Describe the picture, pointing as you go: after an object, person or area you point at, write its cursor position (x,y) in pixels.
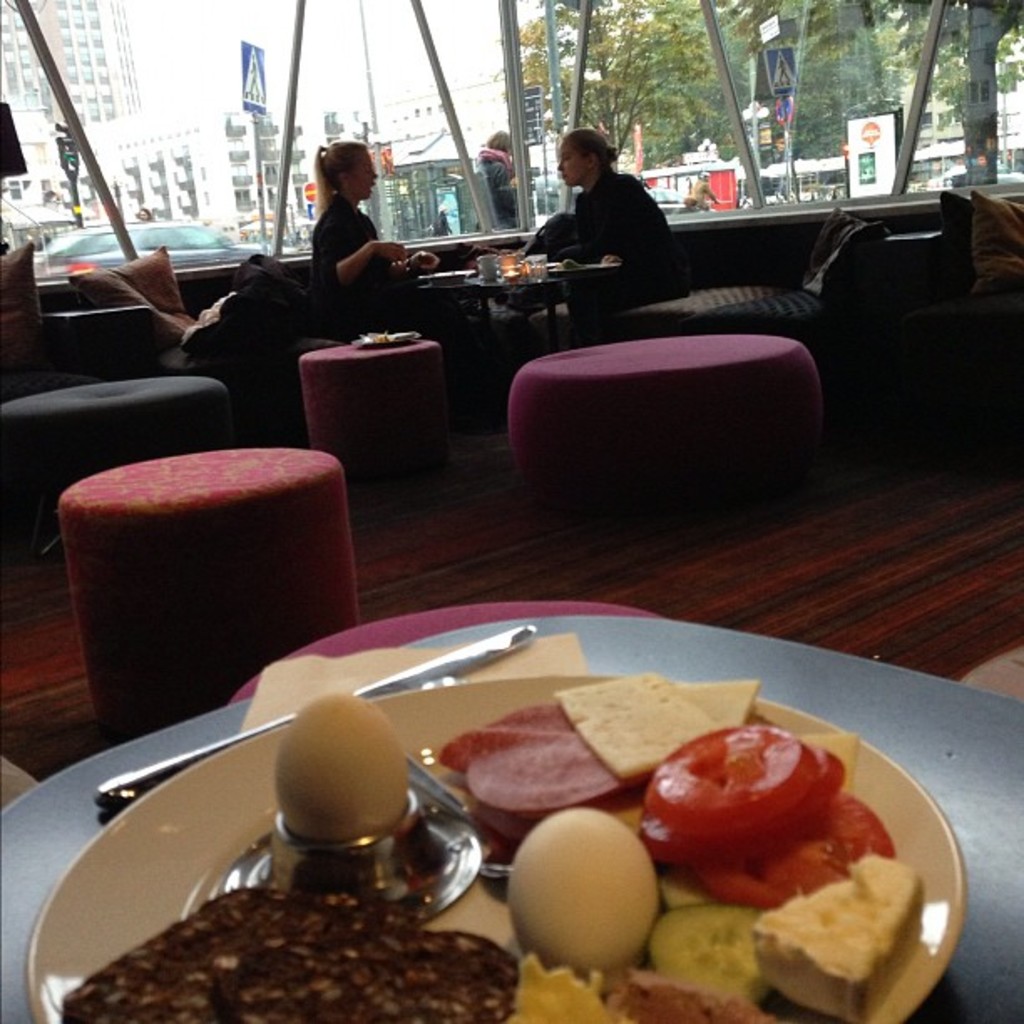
This picture seems like it is inside the restaurant (980,568) in which there are two women (598,246) sitting in chair (697,291) and having the food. At the bottom (492,708) there is a plate (41,973) on which there are food items (640,709). In between the room (277,330) there are sofas (60,369), stools (685,392) and pillows (148,274). At the background (200,67) there is a glass window (622,77) through which we can see the buildings (127,152) and the signal board (259,74).
